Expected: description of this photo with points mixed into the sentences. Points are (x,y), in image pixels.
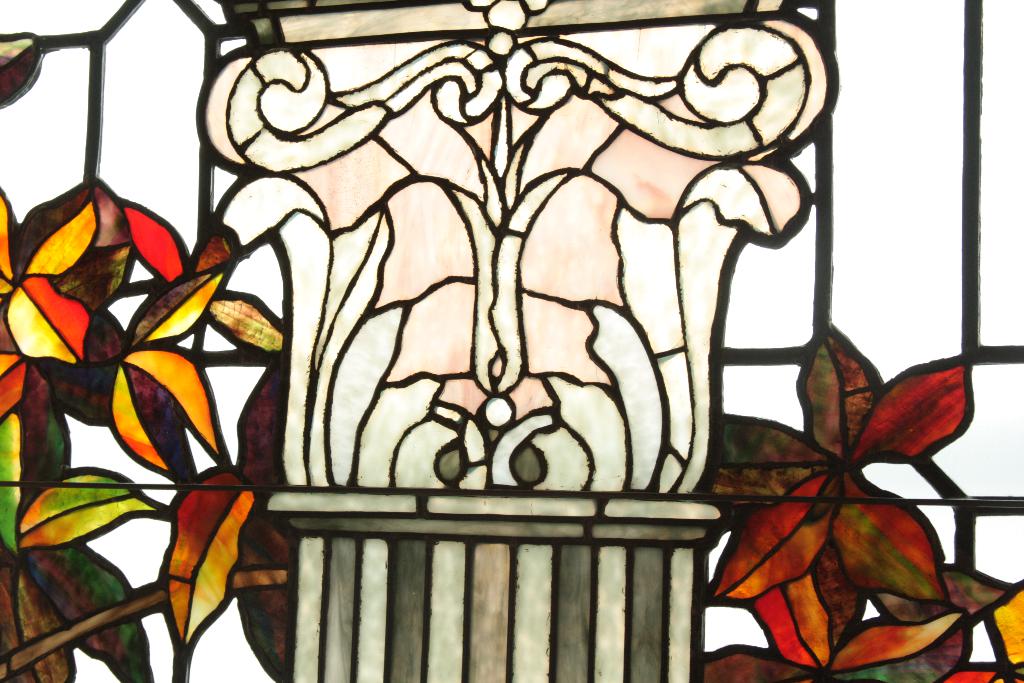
In this picture there is a stained glass window (584,164). There is a design of plant (850,524) and pillar (652,450) on the window (576,212).
